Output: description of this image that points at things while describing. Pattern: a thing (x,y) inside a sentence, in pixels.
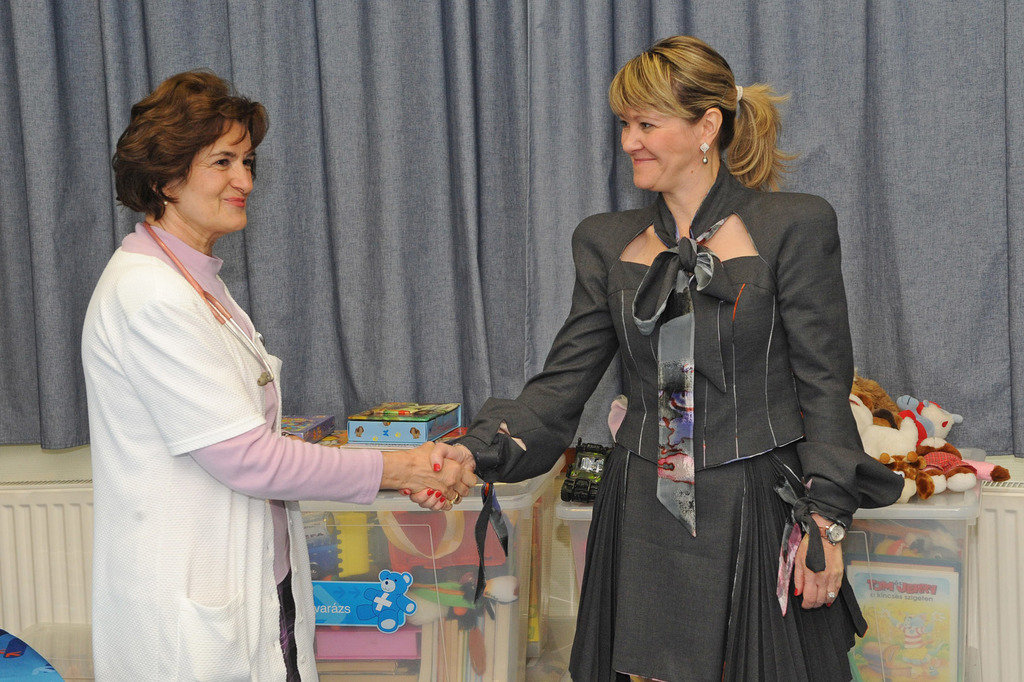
In the picture we can see two women (150,251) are shaking hands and smiling and behind them, we can see some plastic boxes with some things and toys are placed on them and behind them we can see the curtain (459,256).
